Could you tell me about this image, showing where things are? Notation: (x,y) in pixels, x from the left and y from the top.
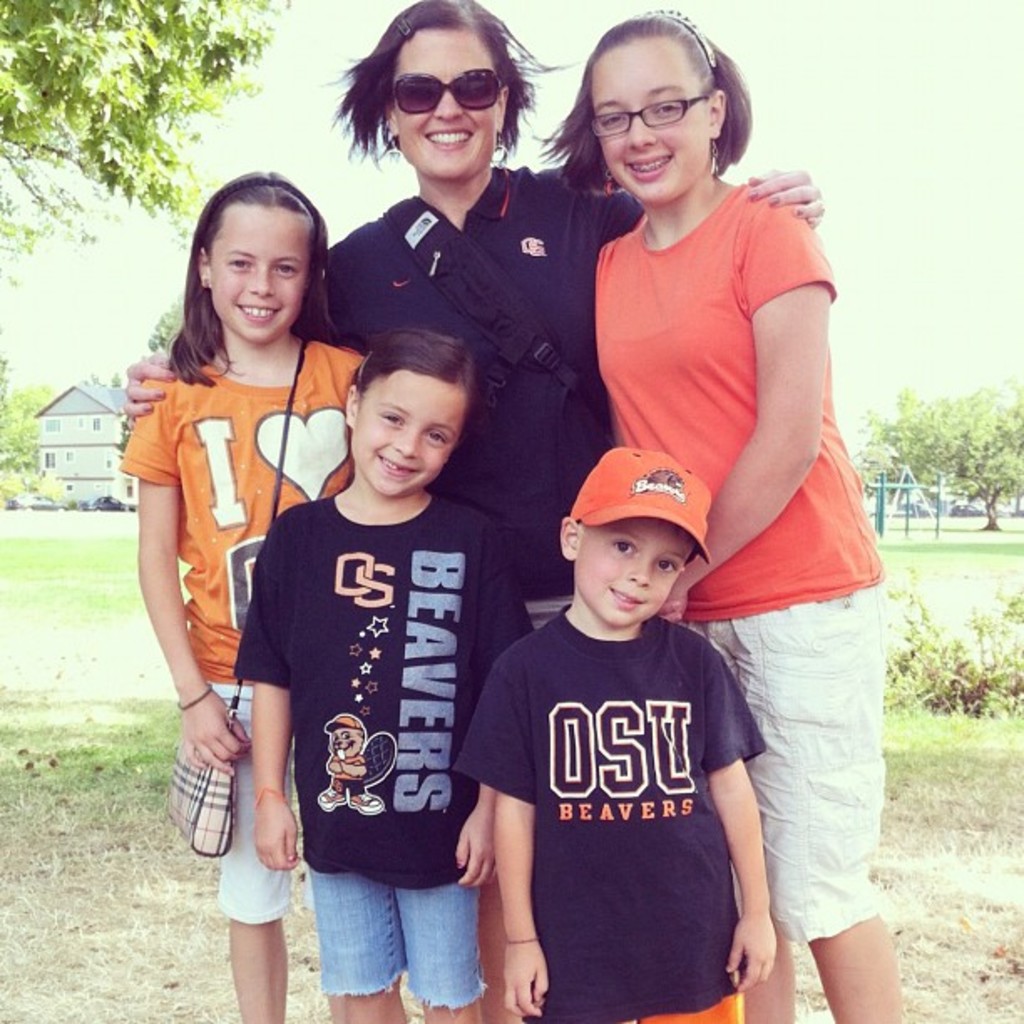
This image is taken outdoors. At the top of the image (852,168) there is the sky (182,268). In the background (892,447) there are many trees (1008,471) and plants (37,483) with leaves (907,460), stems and branches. There is a house (91,418). A few cars (31,501) are parked on the ground (91,516). There is a ground (136,788) with grass (145,836) on it. In the middle of the image (506,517) a woman (496,412) and four children (668,551) are standing on the ground (185,977). They are with smiling faces (478,117).
